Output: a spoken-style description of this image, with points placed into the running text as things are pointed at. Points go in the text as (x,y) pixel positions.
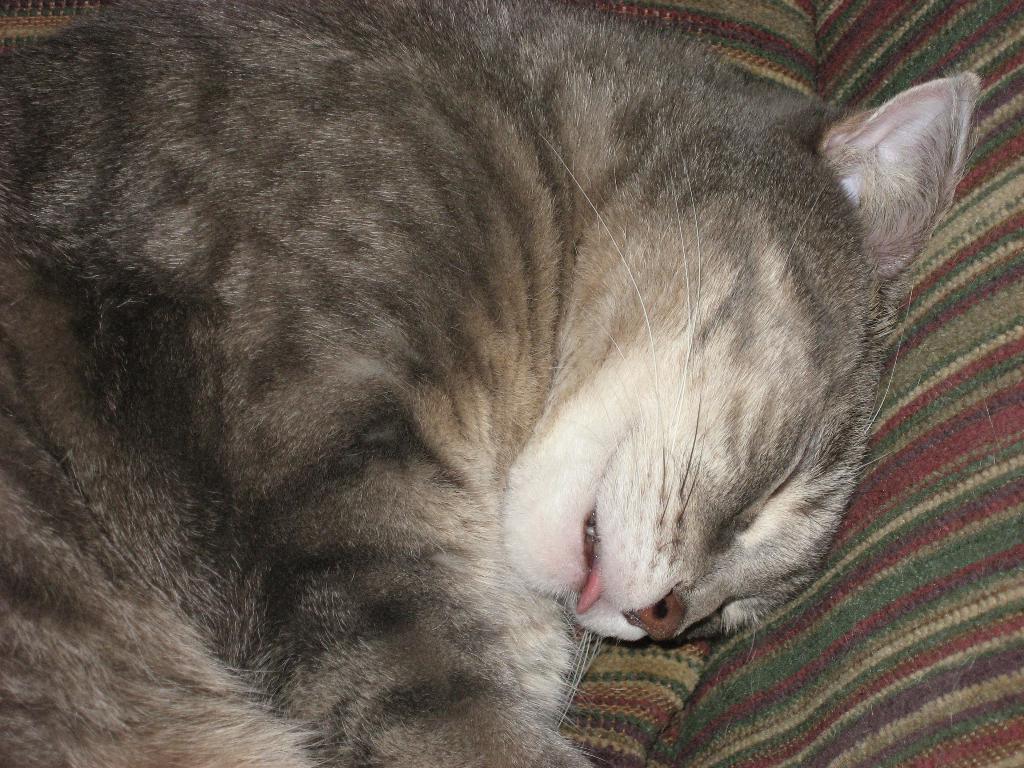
In this image I can see a cat (821,401) sleeping on the couch (927,586).
